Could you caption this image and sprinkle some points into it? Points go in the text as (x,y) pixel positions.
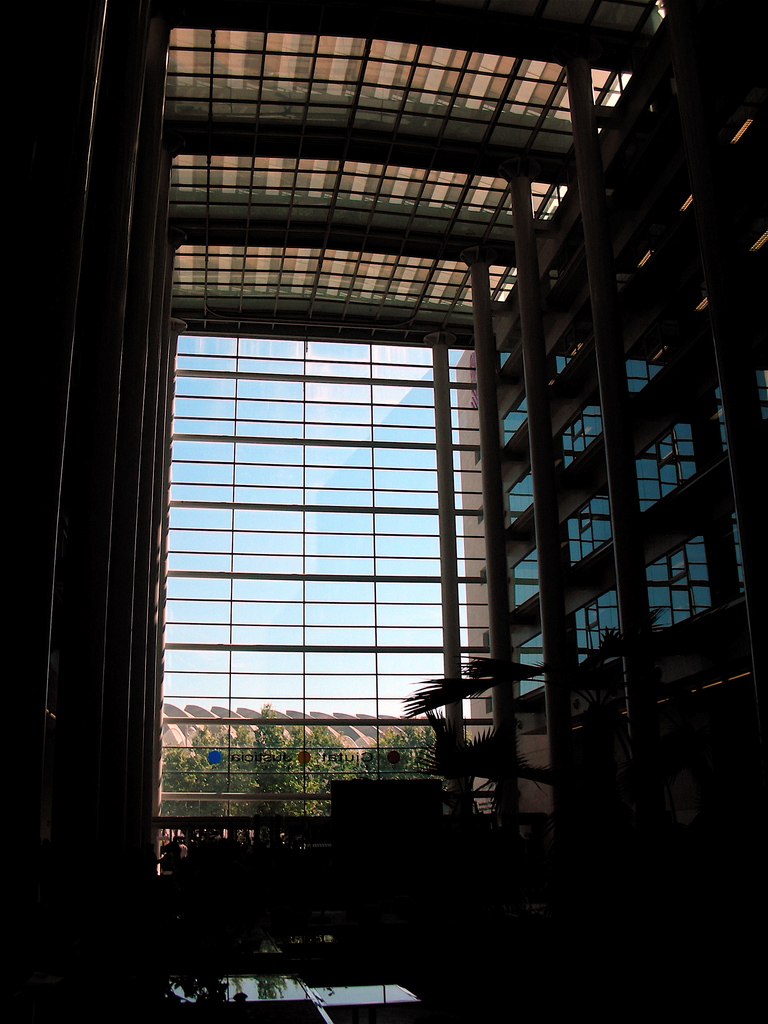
This is the picture of a building (521,502). In this image there are trees (286,786) and there are buildings (757,275). At the top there is sky (271,570).
